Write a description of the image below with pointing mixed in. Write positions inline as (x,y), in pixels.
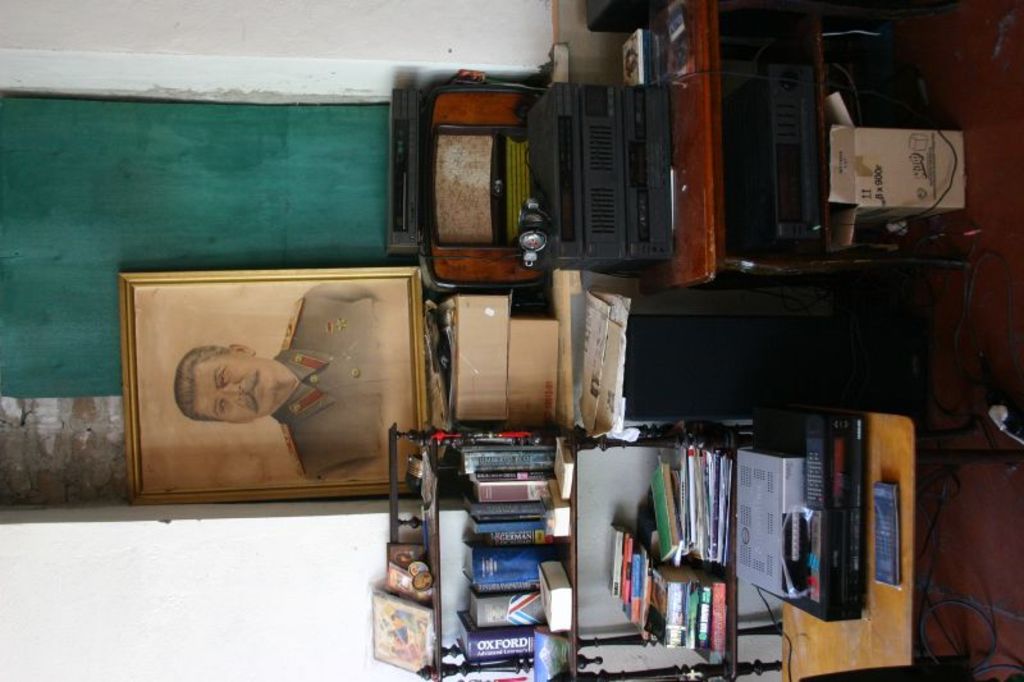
In the picture I can see a wooden table (715,39) on the floor (982,131). I can see the electronic device (668,146) on the table (705,165) and there is a stock box (874,148) on the floor (941,106) on the top right side of the picture (965,124). I can see the books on the wooden shelves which is at the bottom of the picture (702,461). There is a photo frame (347,448) on the wall (280,246) on the left side (316,373).
